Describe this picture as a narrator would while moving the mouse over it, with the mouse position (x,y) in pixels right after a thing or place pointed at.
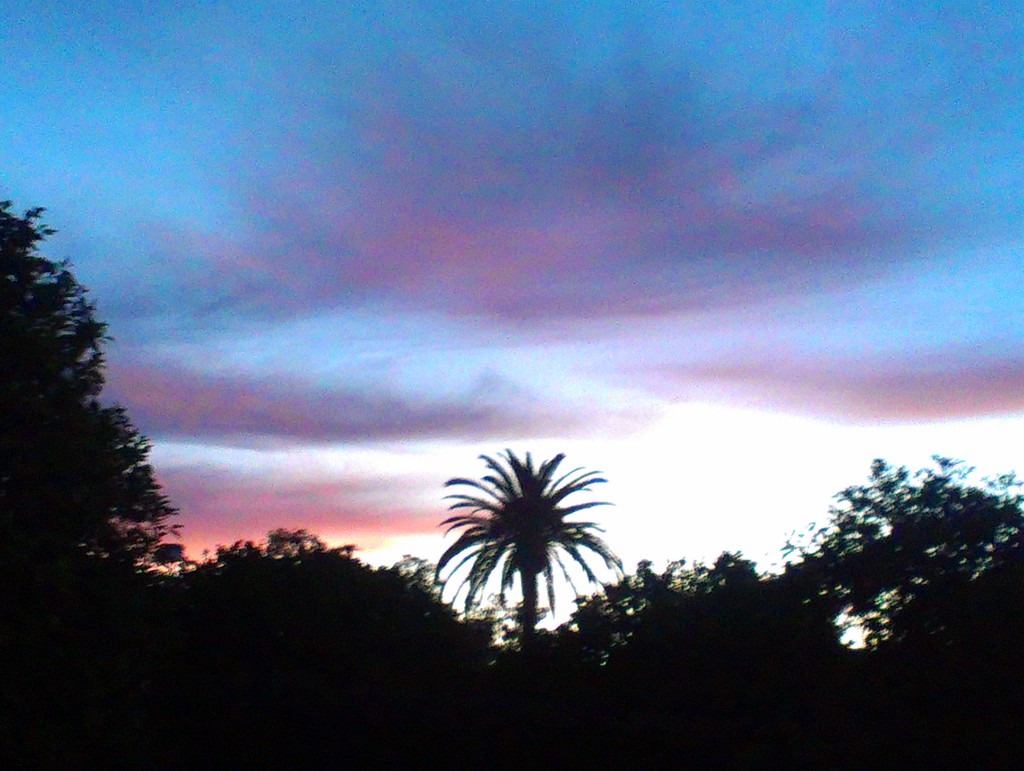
In this image we can see many trees (776,675). We can see the clouds (635,235) in the sky (634,235).
